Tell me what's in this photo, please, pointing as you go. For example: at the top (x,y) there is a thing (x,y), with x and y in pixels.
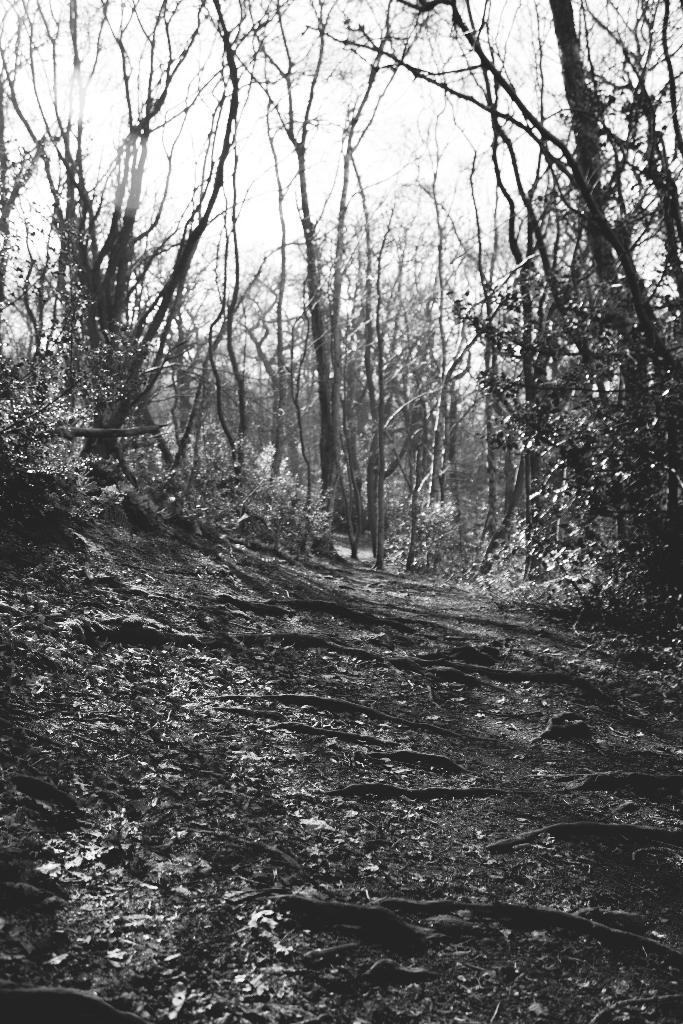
This is a black and white pic. At the bottom (254,775) we can see leaves (290,757) on the ground (211,785). In the background (275,145) we can see trees (86,202) and sky (245,167).
